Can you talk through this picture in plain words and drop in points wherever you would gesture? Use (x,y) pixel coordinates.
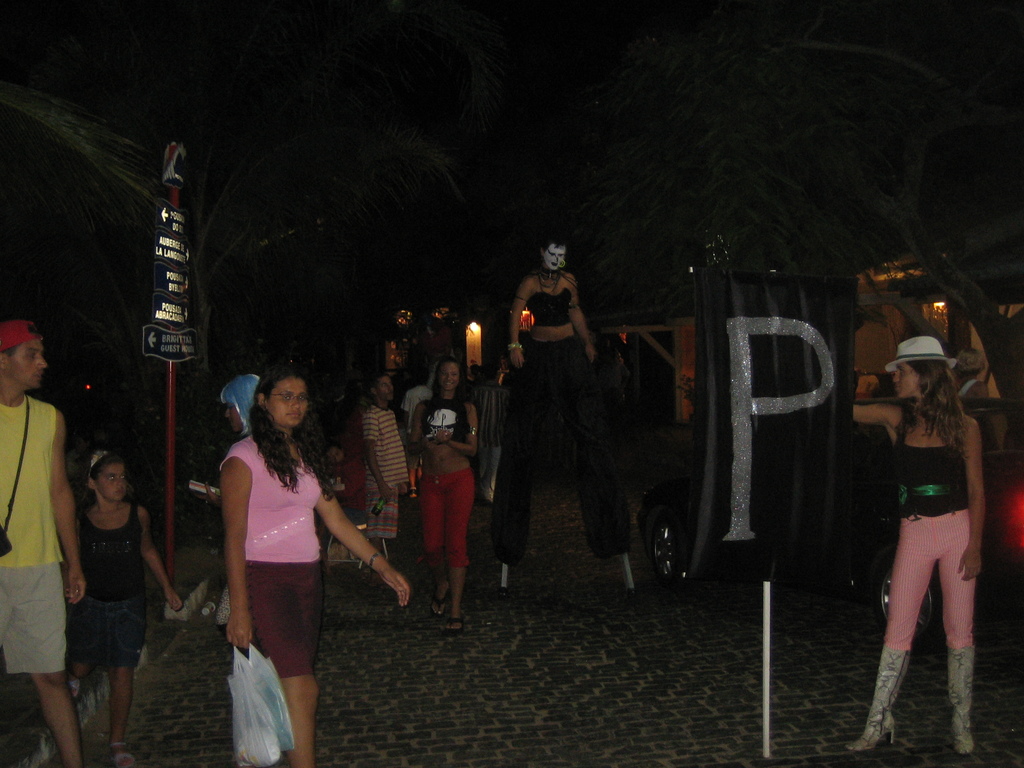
In this image I see number of people (261,609) in which this woman (268,650) is carrying a bag (260,666) and this woman (898,367) is wearing a hat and this man (17,356) is wearing a cap (4,344) and I see the alphabet P (820,348) on this black color thing (783,402) and I see a car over here and I see the path (460,710). In the background (23,180) I see the trees (393,183), few boards (172,279) on this pole (172,475), light (529,318) over here and I see that it is dark over here.
